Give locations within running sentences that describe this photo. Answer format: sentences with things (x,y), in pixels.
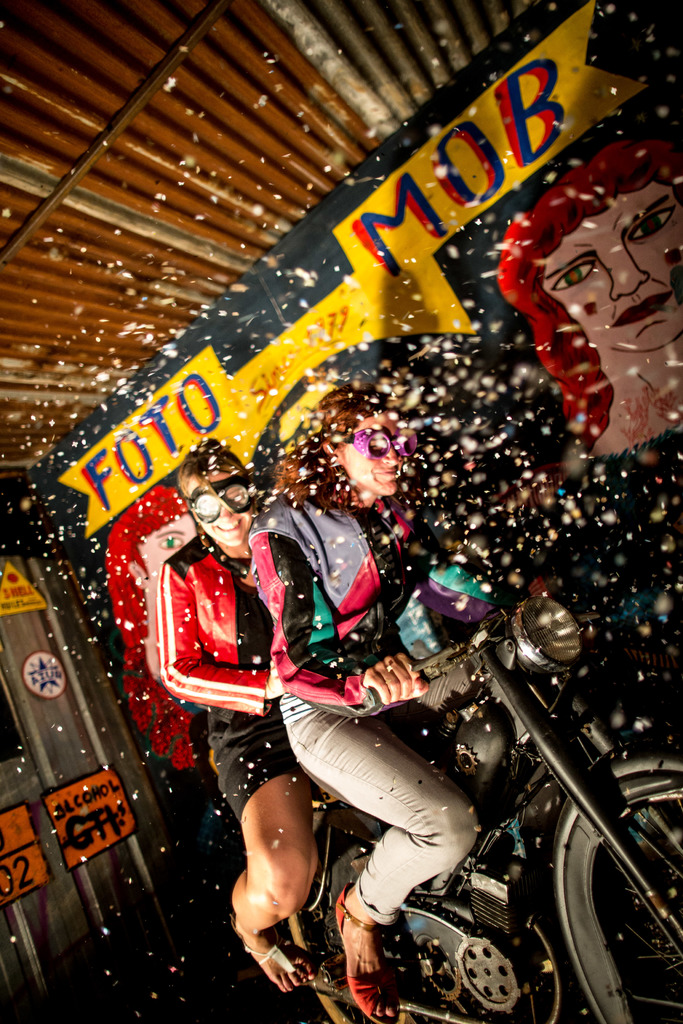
In this picture I can see there are two people (342,751) sitting on the motorcycle (522,971) and in the backdrop (120,596) I can see there is a banner (187,429).
